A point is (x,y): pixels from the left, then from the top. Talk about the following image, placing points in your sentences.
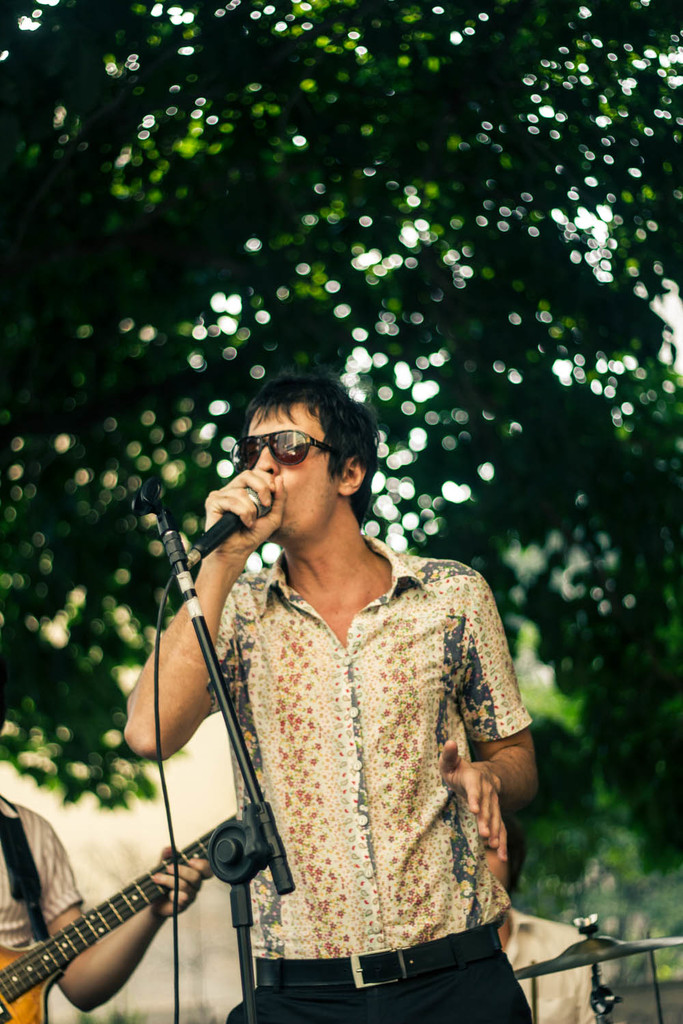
This picture shows a man (170,737) singing with a microphone (259,505) and we see few trees (477,385) back of him and a person (111,974) playing guitar (18,962).
